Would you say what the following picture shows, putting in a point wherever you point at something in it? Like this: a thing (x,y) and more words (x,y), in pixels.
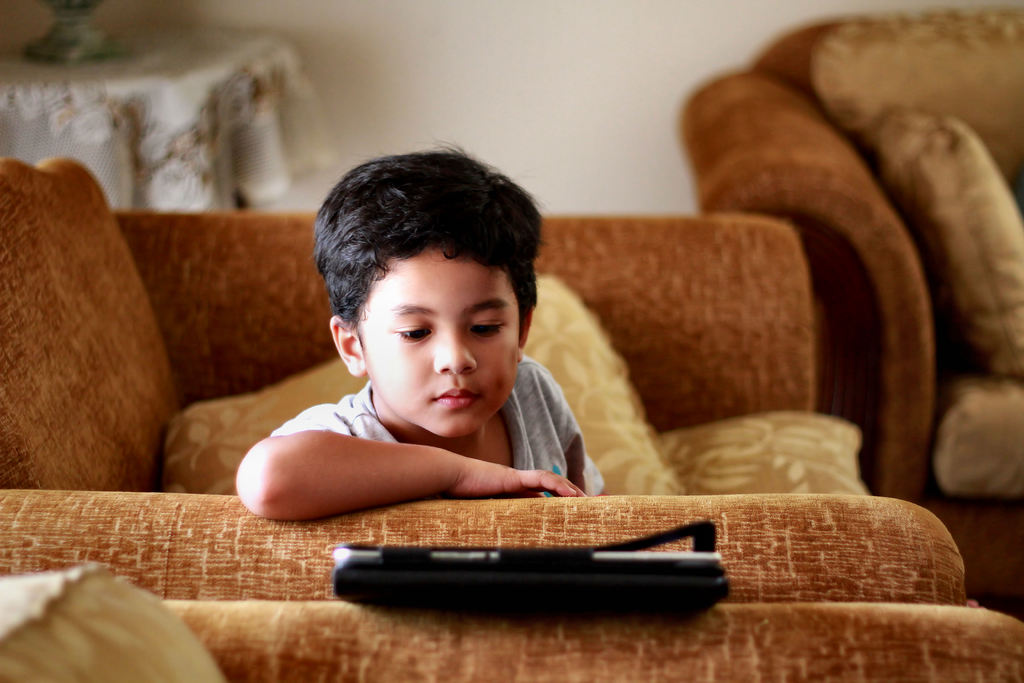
This picture is clicked inside a room (221,635). In front (551,436), we see a boy (546,423) in white T-shirt (539,421) is lying on the sofa (251,549) and he is looking into the tablet (514,573). Beside him, we see other sofa (1015,76) with cushions (945,195) on it and behind him, we see a wall (439,96) which is white in color and behind the sofa (274,580), we see a table (165,85) on which white cloth (143,123) is covered.
